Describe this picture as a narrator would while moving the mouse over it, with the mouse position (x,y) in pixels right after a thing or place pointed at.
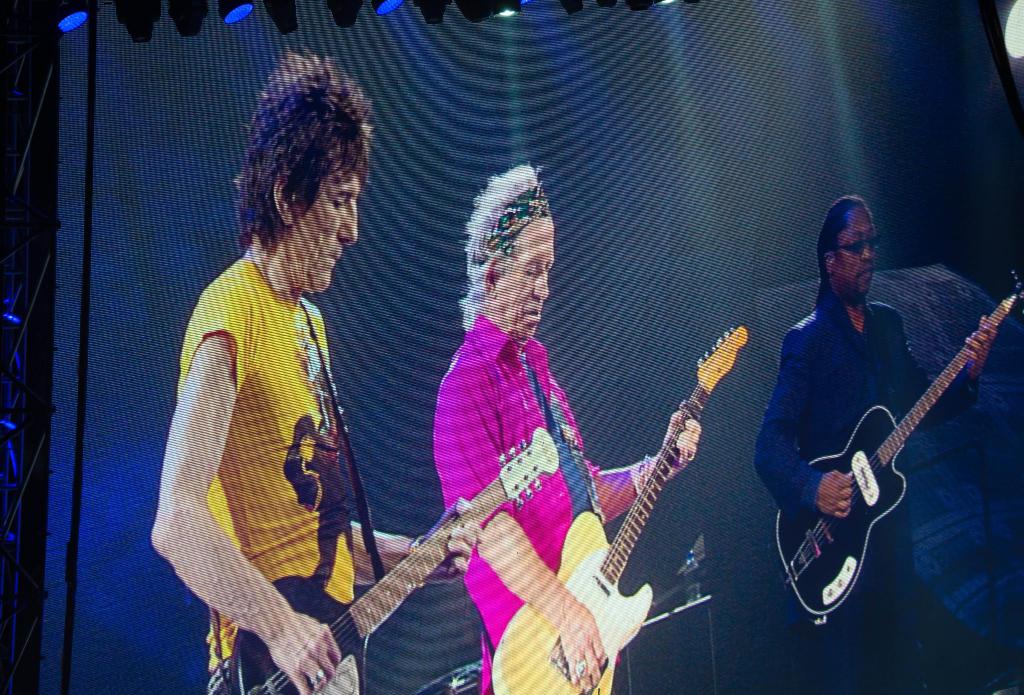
There are three persons (477,427) holding guitar (377,604) and playing. In the background (665,192) there are black curtains (553,121). Above there are lights (181,6).
